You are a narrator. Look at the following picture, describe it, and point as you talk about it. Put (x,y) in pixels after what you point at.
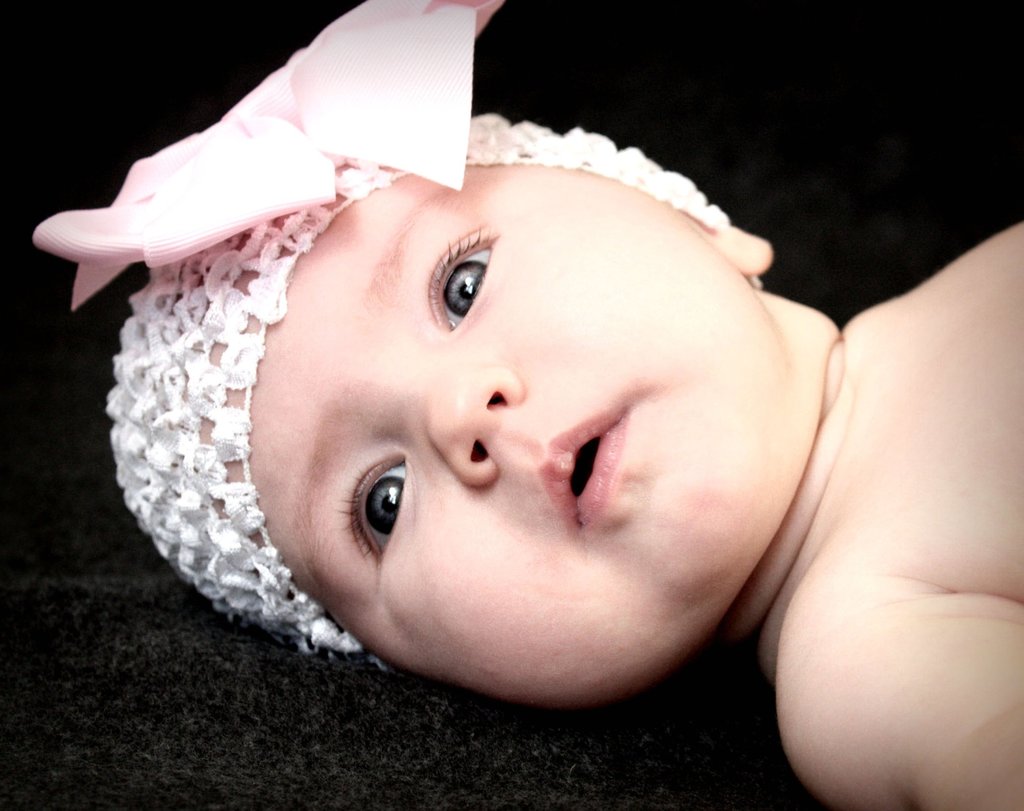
In this image I can see a baby (624,408) is lying. I can see a white color cap (285,221) to the baby's head (311,330). The background (687,52) is in black color.
